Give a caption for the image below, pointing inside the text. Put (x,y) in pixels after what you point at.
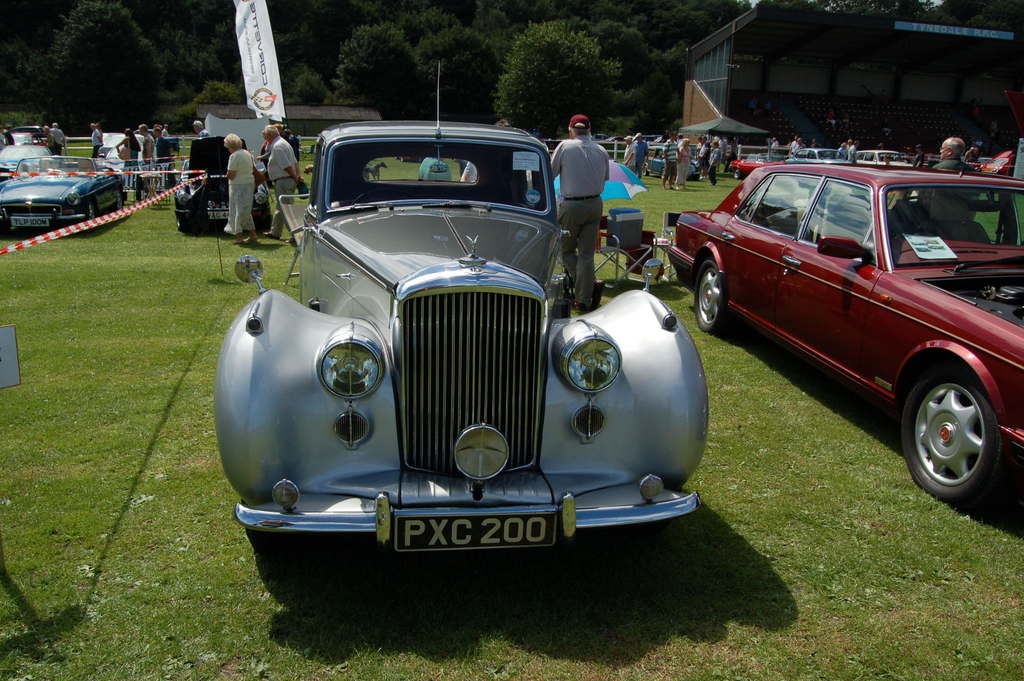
In this image there are cars (646,267) on a ground (172,335), in the background (242,182) there are people (635,138) standing and there is fencing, trees (529,50) and building (998,48).
